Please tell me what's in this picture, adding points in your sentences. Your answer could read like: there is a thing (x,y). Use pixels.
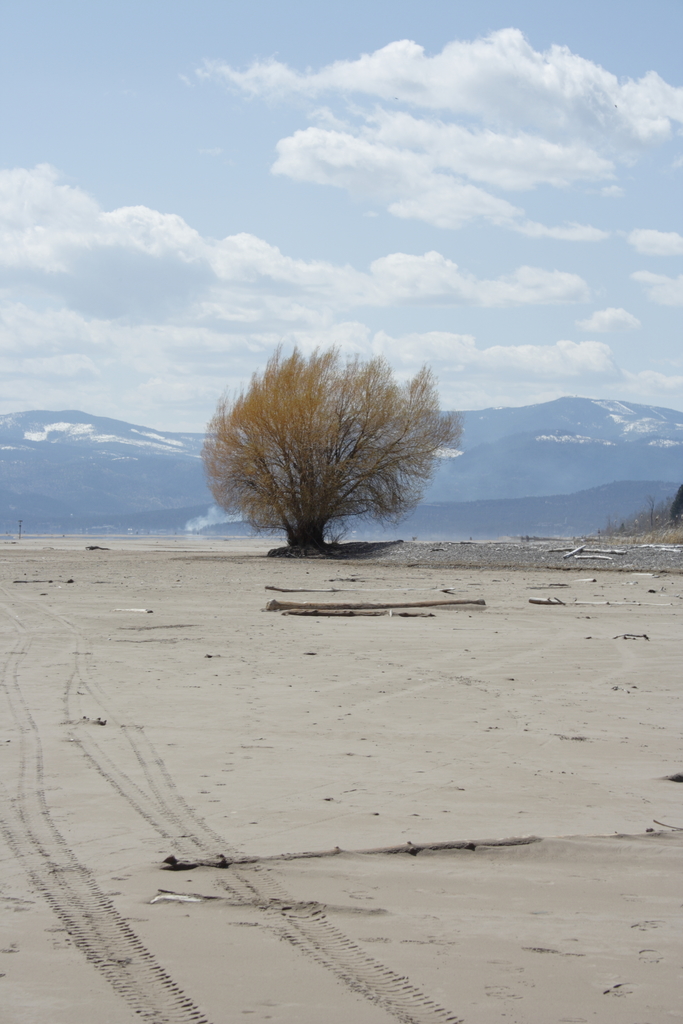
This is an outside view. At the bottom (305,802), I can see the ground (301,792). In the middle of the image (305,509) there is a tree (371,511). In the background (542,445) there are few mountains (565,404). At the top of the image (151,110) I can see the sky (185,122) and clouds (449,159).
